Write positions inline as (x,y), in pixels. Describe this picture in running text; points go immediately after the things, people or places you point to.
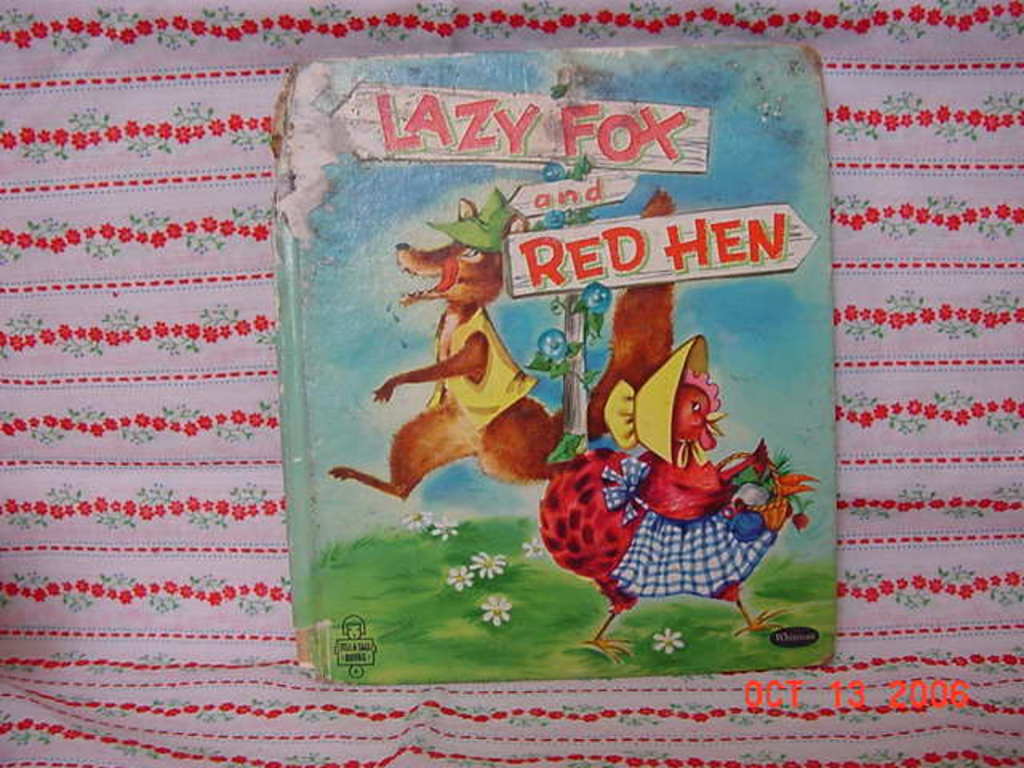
In this picture I can see a book (543,401) on which I can see cartoon image (571,447) and some names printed on it. This book (516,483) is on a cloth surface (264,662).
